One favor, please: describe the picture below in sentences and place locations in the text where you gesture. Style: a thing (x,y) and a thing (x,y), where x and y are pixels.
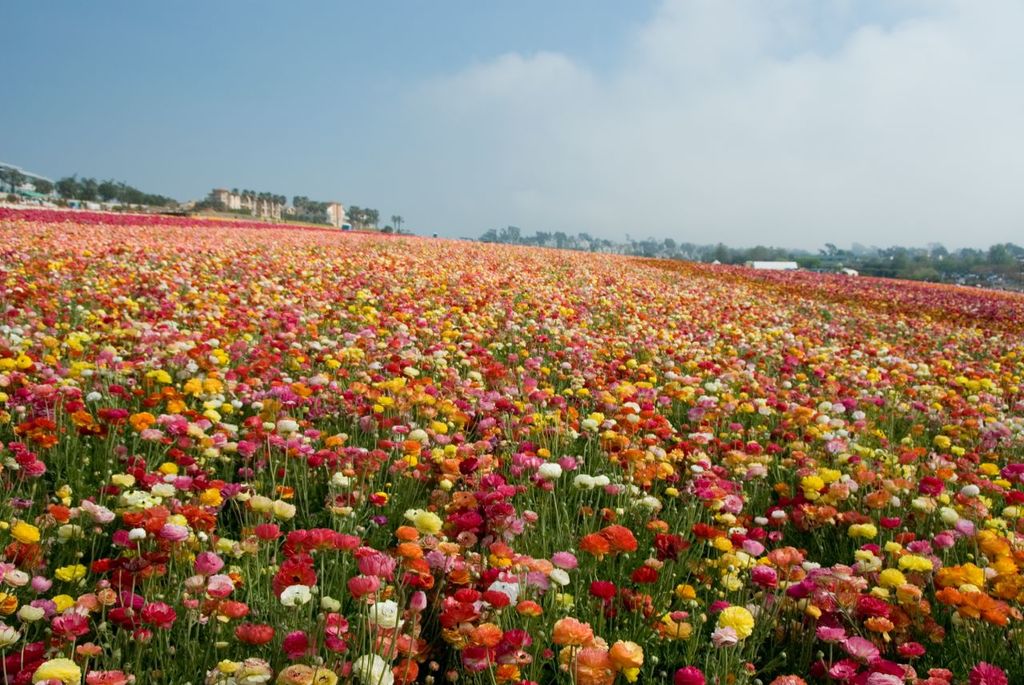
In this image we can see field (663,372) of colorful flowers (575,402). Background of the image (160,199) trees (145,199) are there. The sky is in blue color with some clouds (651,87).
